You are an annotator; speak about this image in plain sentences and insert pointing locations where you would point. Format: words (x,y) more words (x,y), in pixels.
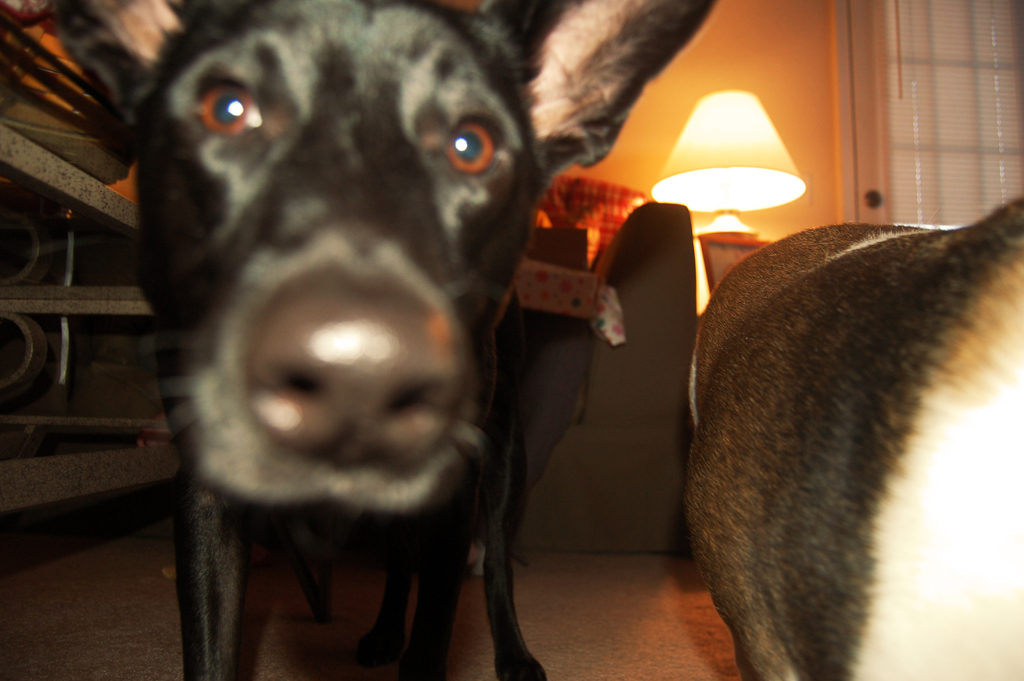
At the foreground of the image (449,451) we can see a face (434,318) of dog (381,236) which is in black color and the body (802,360) of a dog (805,371) which is in brown color and at the background of the image (601,496) there is couch (688,227), lamp (752,169), window (872,170) and curtain (898,173).
